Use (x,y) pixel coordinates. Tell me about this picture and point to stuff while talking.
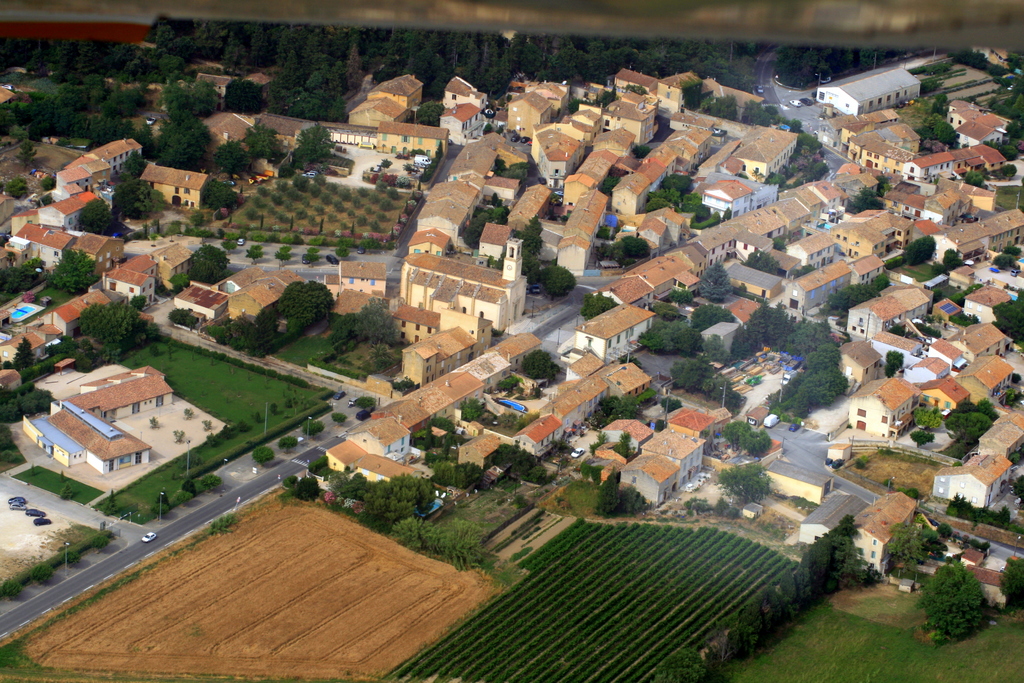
This is the top view of the city (451,291). In the left bottom of the picture (157,574), we see the ground (207,592) and a white car (151,536) is moving on the road (151,554). Beside the road (298,457), we see shrubs (282,428). There are trees (308,293) and buildings (767,278) in the background (576,401). At the top of the picture (400,52), we see the trees (417,61).
